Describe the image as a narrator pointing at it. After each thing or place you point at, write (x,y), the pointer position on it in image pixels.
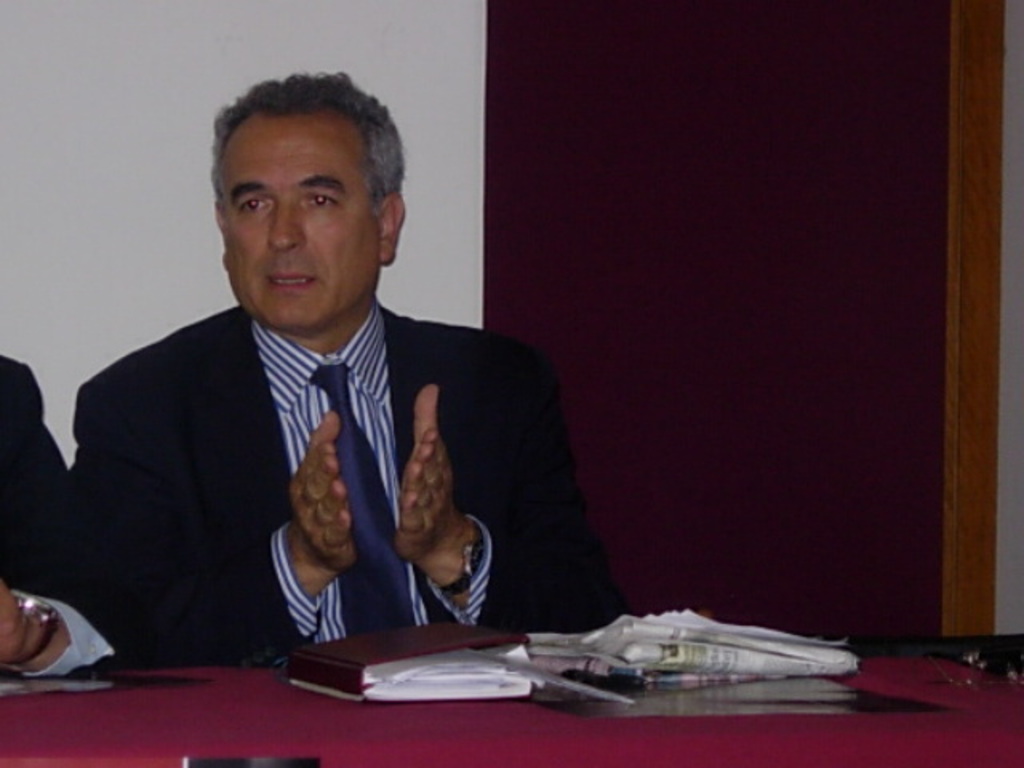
This is an inside view. On the left side (125,485), I can see two men (204,493) wearing black color suits (196,529). In front of these people (150,602) I can see a table (303,728) which is covered with the cloth (581,748). On the table (462,730), I can see few newspapers (651,657) and some other objects (408,685). In the background (416,52) there is a wall (295,49).
